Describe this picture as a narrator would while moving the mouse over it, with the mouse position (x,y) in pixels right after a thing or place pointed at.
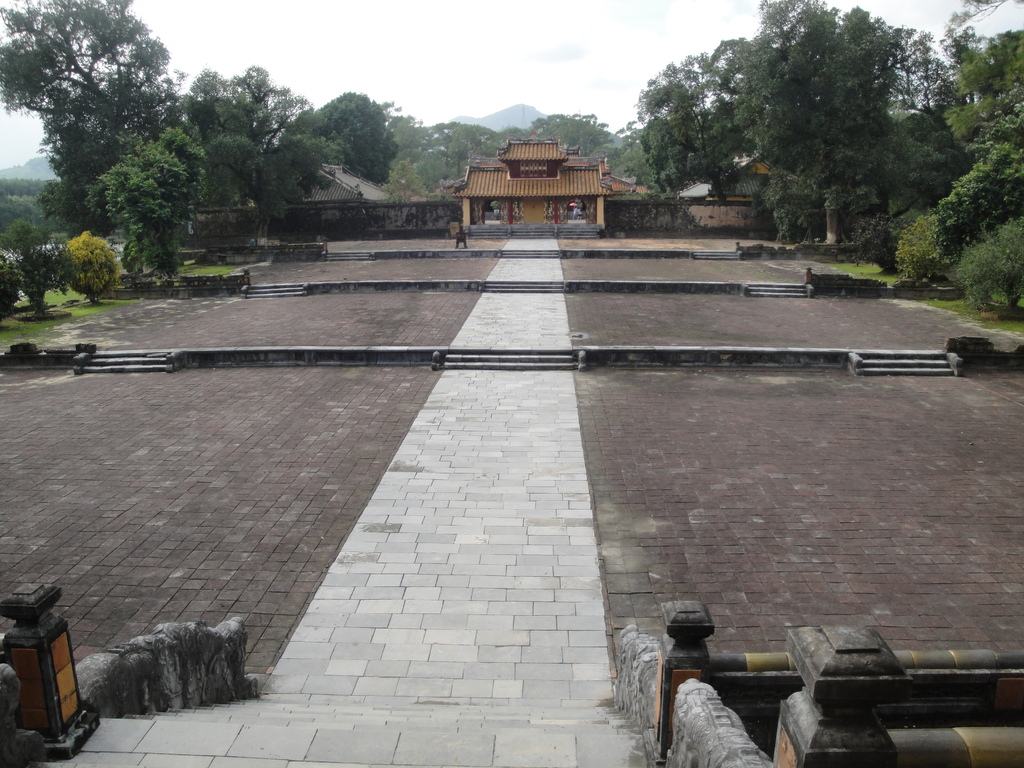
In this image we can see the mountains (31,161), some houses (324,174), one statue (459,241), one temple (535,219), some pillars (555,204), some objects (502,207) in the house (513,225), some trees (828,227), bushes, plants (35,285) and grass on the ground (983,335). At the top (459,41) there is the sky (459,41).
